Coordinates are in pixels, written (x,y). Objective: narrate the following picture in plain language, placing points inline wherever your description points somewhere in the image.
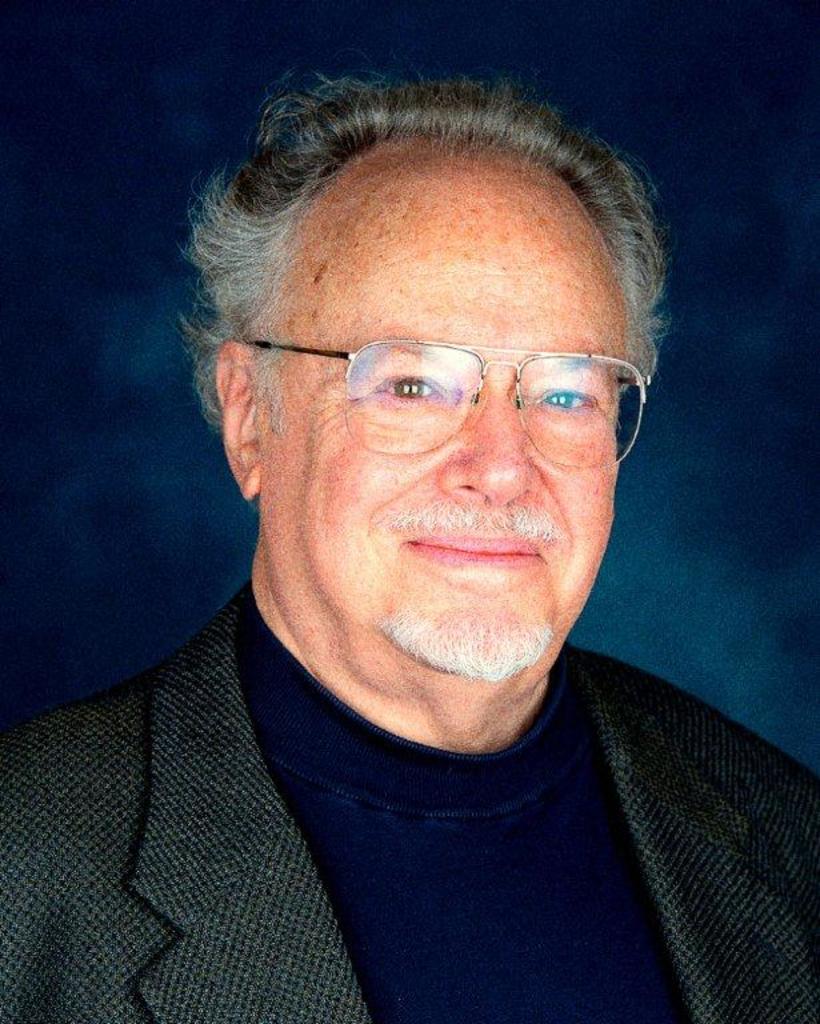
In this image the background (164,582) is dark. In the middle of the image (377,664) there is a man (371,740) and he is with a smiling face (427,520). He has worn a coat (209,903), a T-shirt (430,834) and spectacle (368,387).
